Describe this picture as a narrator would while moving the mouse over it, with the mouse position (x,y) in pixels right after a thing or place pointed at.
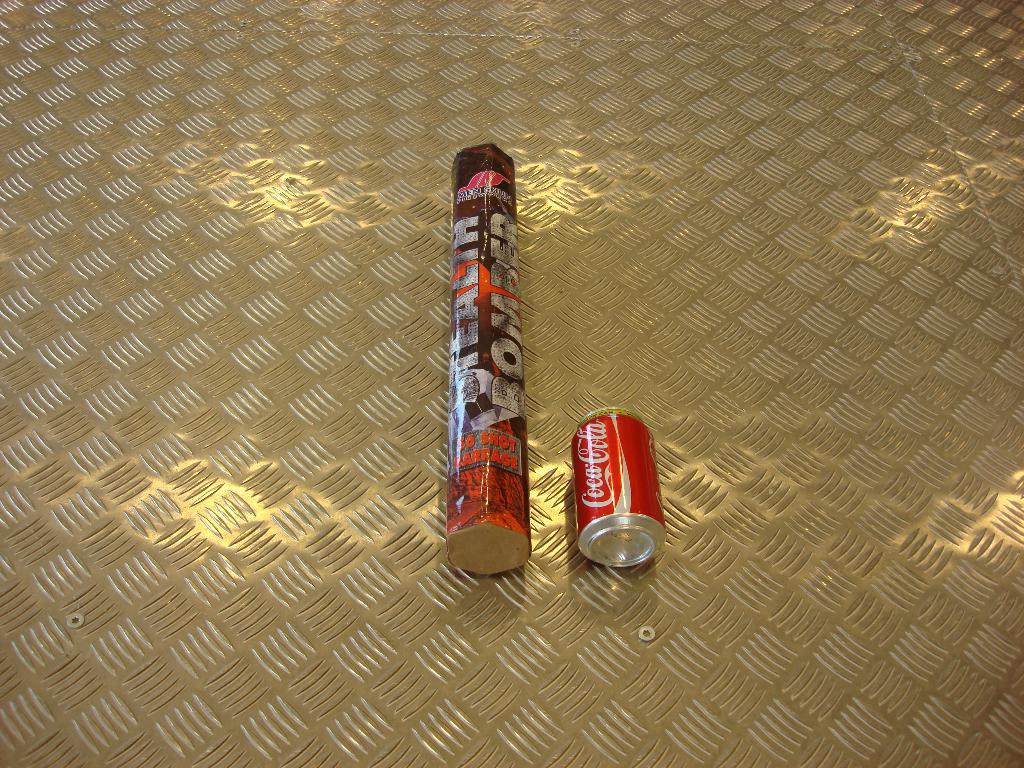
In this image there is a coke tin (632,426) and a cardboard stick (486,368) with a text (486,442) on it. They are on the floor (346,337).
